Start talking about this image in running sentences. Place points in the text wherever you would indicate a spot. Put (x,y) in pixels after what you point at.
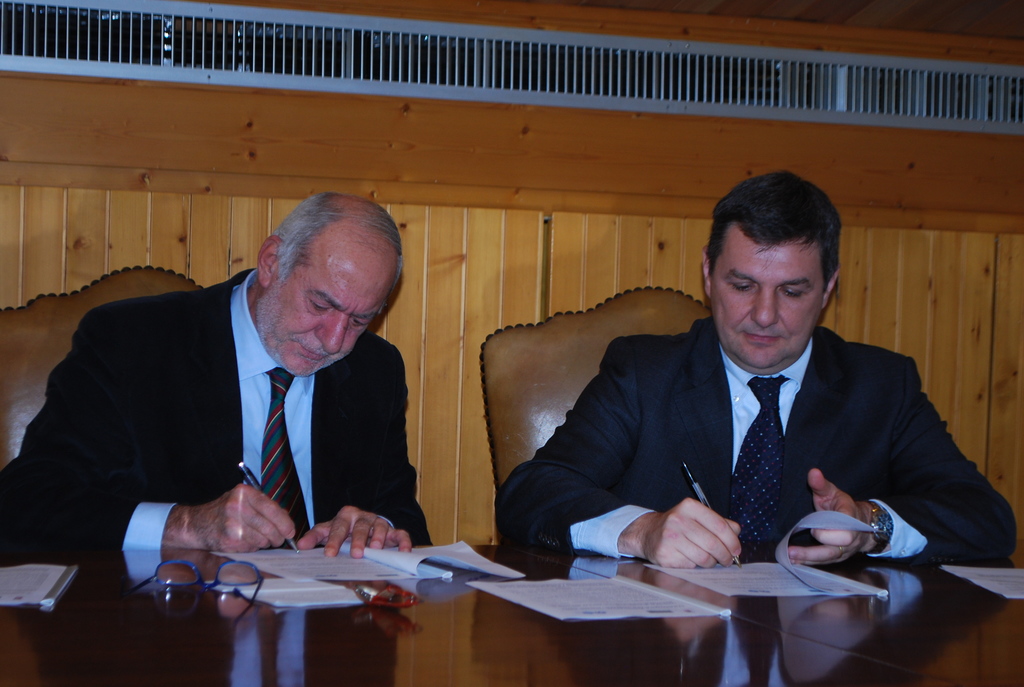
In this image we can see people (874,451) writing on the papers (434,560). At the bottom (939,653) there is a table (357,632) and we can see glasses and papers (294,572) placed on the table (704,633). In the background (673,201) there is a wall (509,213) and we can see grille (474,73).
